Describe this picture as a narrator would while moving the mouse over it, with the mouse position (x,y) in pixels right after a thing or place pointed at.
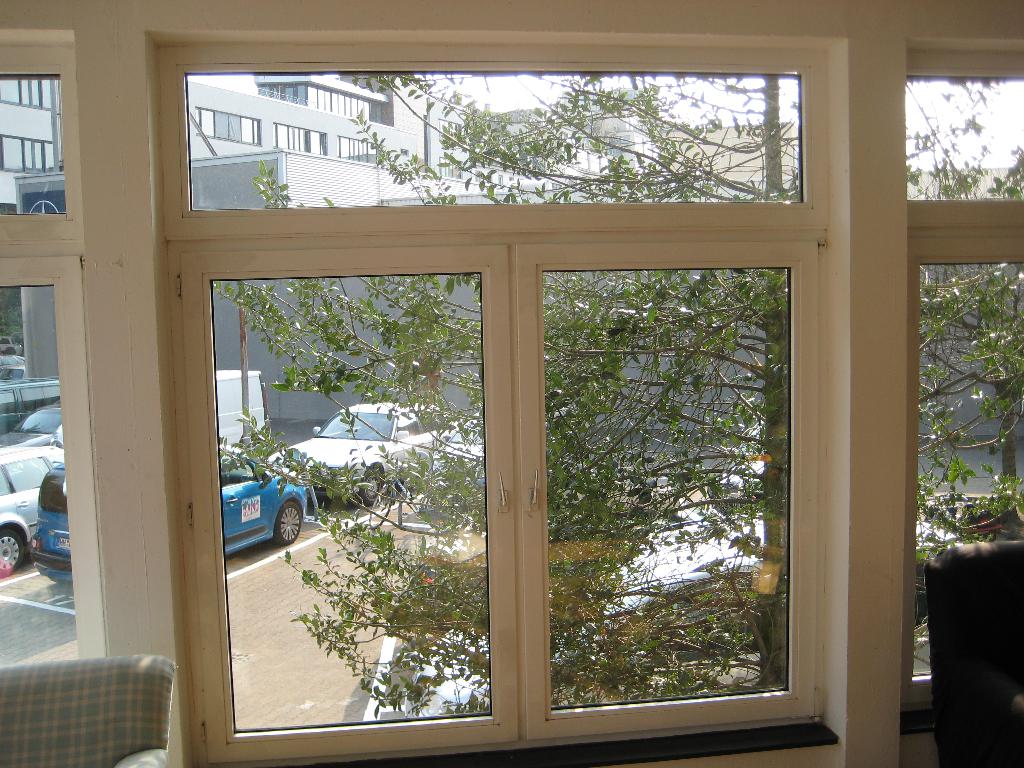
In this image I can see a glass window (800,330), background (662,475) I can see trees (588,414) in green color, few vehicles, building (286,151) in gray color and sky (491,88) in white color.
